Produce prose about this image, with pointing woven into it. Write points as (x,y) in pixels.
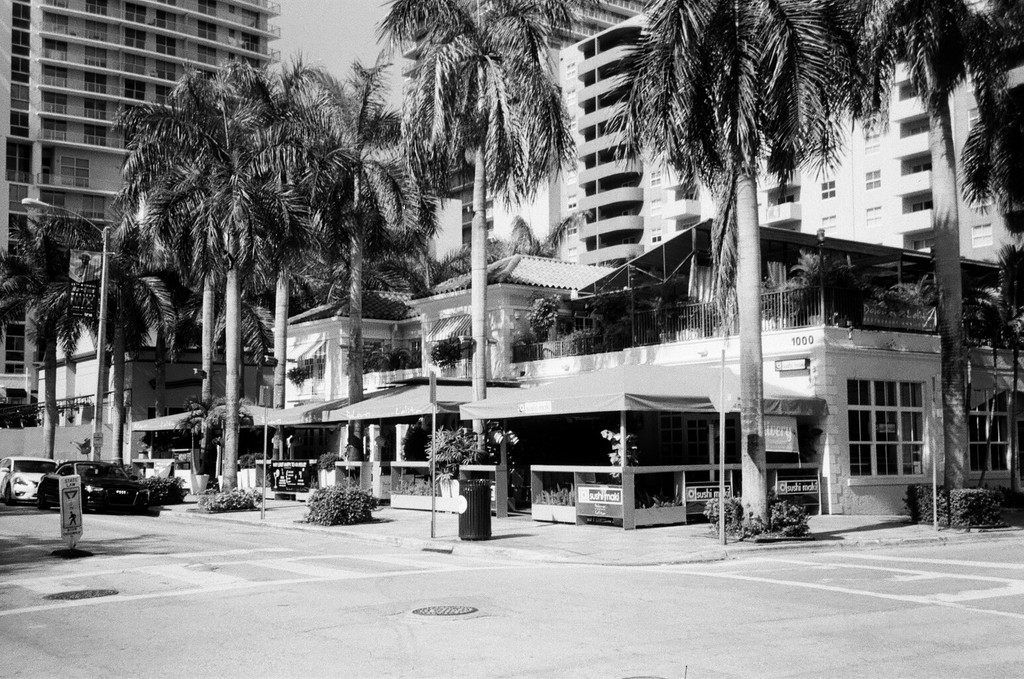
In this image we can see road (183,585), there are some vehicles (50,491) parked, there are some trees (224,157) and plants (238,500) and in the background of the image (563,364) there are some houses (377,318), buildings (3,202).
